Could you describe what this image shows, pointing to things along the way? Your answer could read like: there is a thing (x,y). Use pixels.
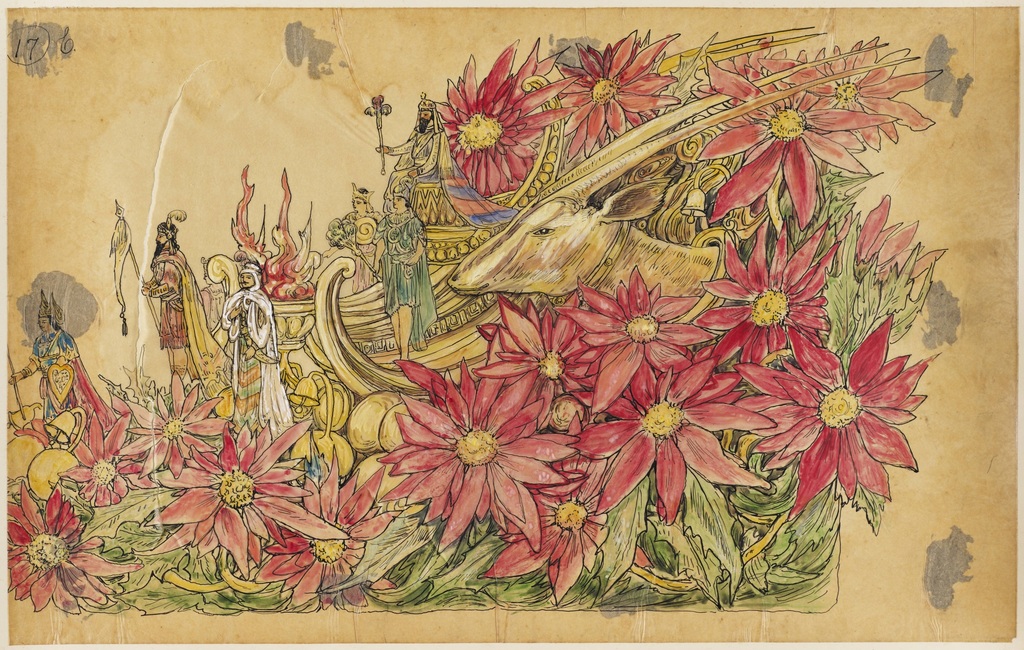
In the center of the image (473,342) we can see one poster (384,320). On the poster (512,407), we can see some drawing (652,307), in which we can see flowers (581,387), leaves (382,556), one vehicle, one animal (629,246), one person (399,181) sitting, few people (145,297) are standing and they are holding some objects (122,287) and a few other objects (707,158). At the top left side of the image (24,32), we can see some text (33,40).
